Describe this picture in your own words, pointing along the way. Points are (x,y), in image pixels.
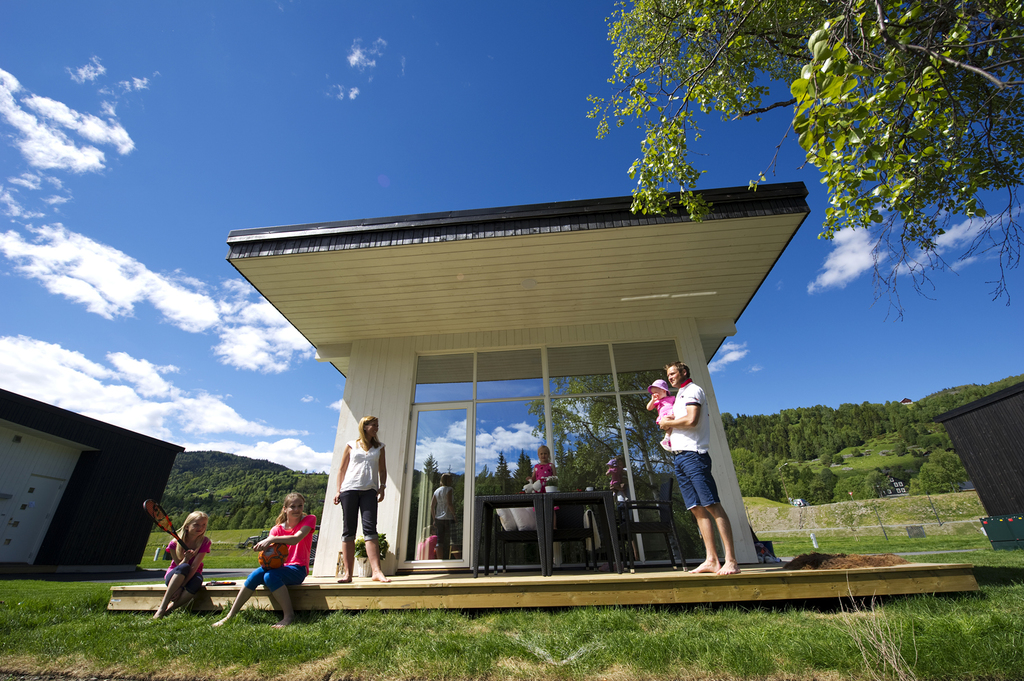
In the foreground (512,417) I can see six persons (373,544), grass (439,679) and a shed (583,414). In the background (794,399) I can see trees (815,415), mountains (756,457) and the blue sky (340,392). This image is taken may be during a sunny day.
